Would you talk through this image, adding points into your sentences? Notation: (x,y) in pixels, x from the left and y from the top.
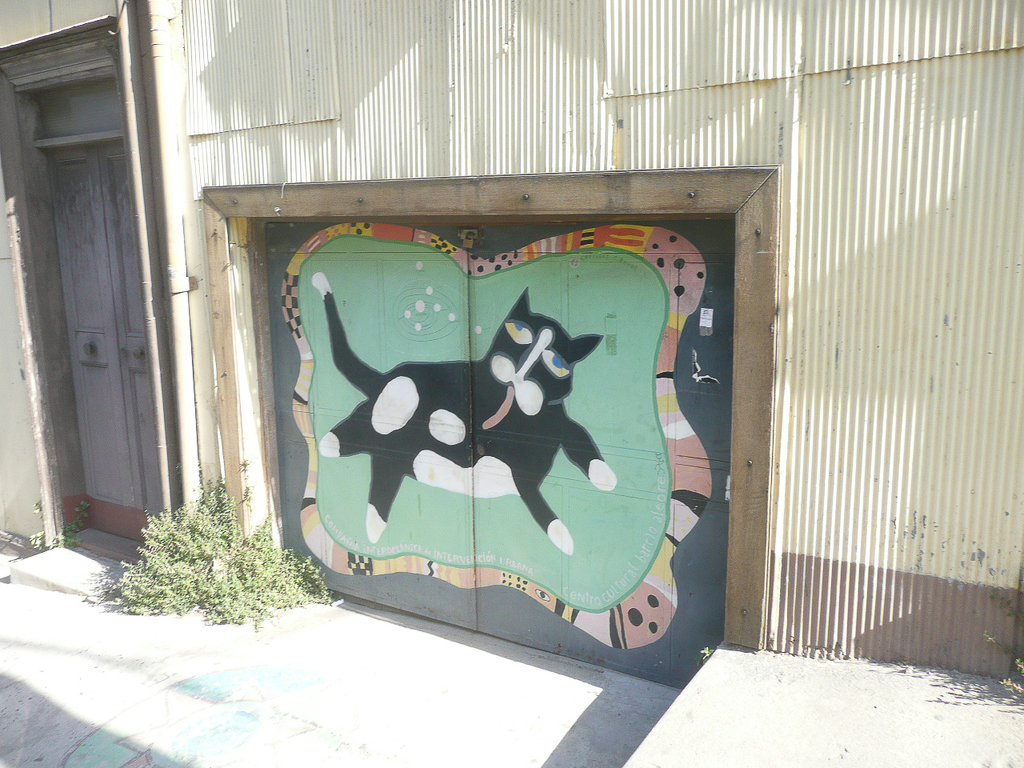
In the middle of this image (621,352), there is a painting (566,337) of an animal (332,450) on the doors (649,562). On the left side (237,682), there is a footpath (196,681) and a plant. In the background (947,251), there is a wall (835,66) of a building (600,21) which is having doors (116,259).
